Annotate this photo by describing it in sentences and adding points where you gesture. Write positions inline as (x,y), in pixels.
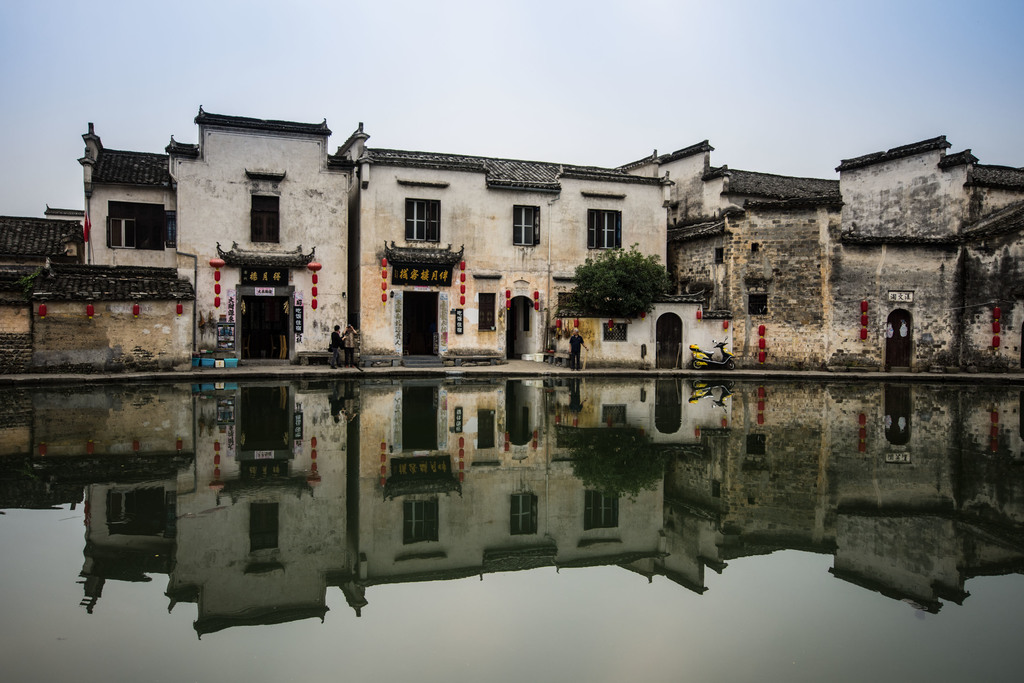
These are the buildings (466,218) with windows (152,229) and name boards (251,279). I can see three people (350,347) standing. This looks like a motorbike (696,365), which is parked. These are the doors (667,346). I can see a tree (613,273). I think these are the benches (308,363). Here is the water (546,631). I can see the reflection (313,388) of these buildings (961,282) on the water (610,432).
